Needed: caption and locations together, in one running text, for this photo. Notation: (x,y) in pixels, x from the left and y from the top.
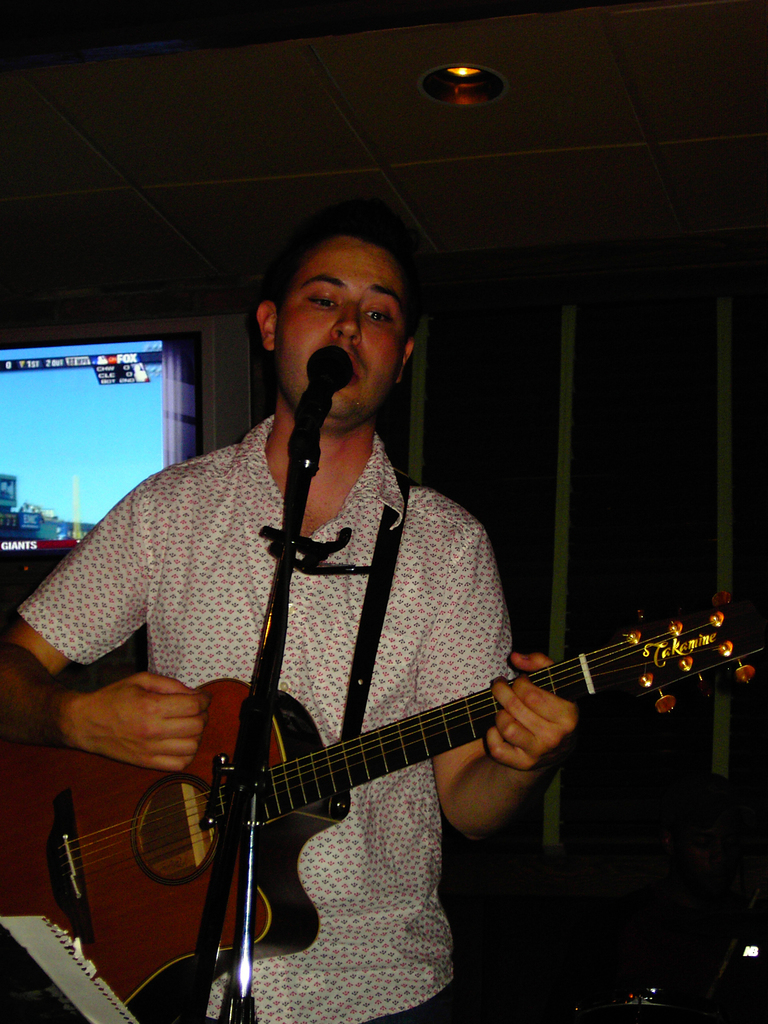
As we can see in the image, there is a boy (370,355) standing and holding guitar (339,804) in his hand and the boy (332,414) is singing a song. Behind him there is a screen (161,426).
